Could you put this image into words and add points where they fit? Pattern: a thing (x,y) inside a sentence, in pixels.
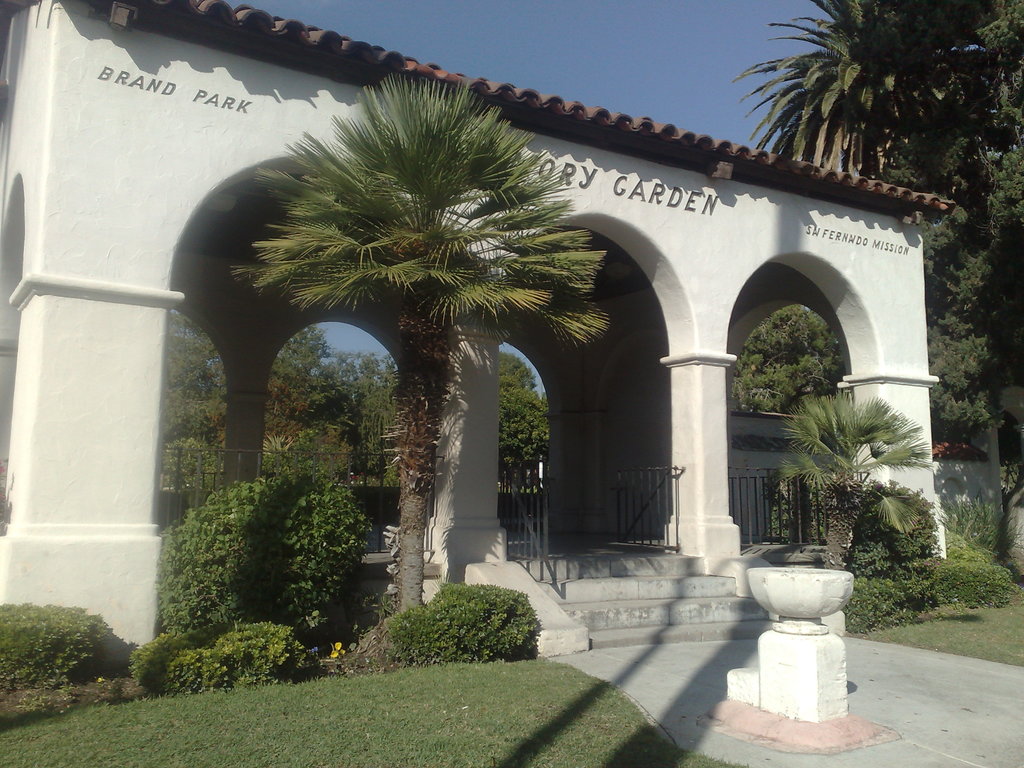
In the right bottom of the picture (796,649), we see a birdbath (762,653). At the bottom of the picture (363,721), we see grass (419,725). There are trees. Behind that, we see white color arches (570,148) and on top of the arch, it is written as "GARDEN". We even see the staircase (570,559) and railing (500,483). There are trees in the background (1019,132). At the top of the picture (707,86), we see the sky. This picture might be clicked in the garden (211,549).
